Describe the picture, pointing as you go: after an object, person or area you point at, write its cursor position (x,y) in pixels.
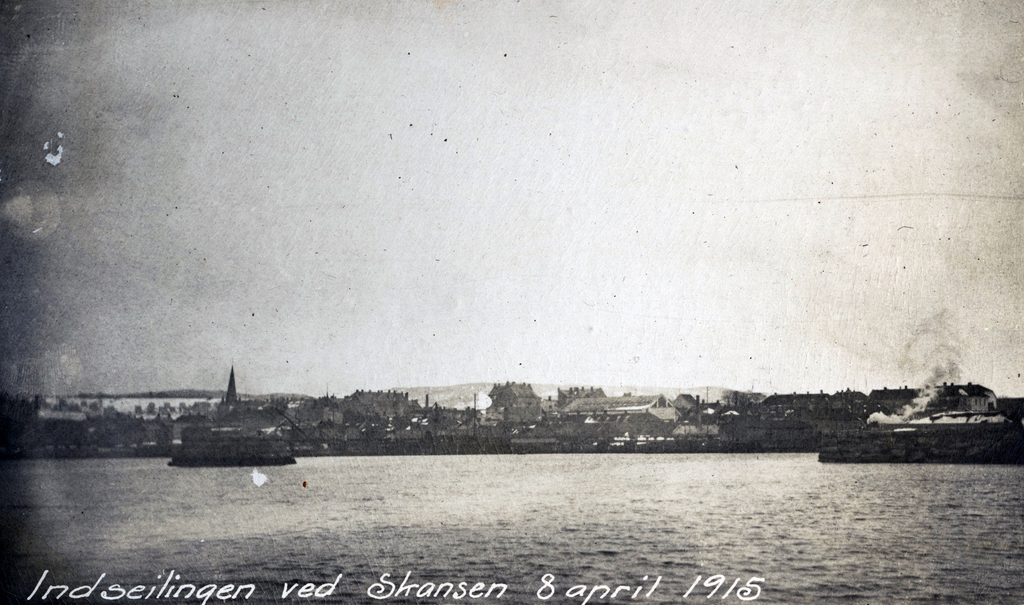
This is a black and white image. At the bottom (391,507), I can see the water (864,521). In the background (586,398) there are many buildings (461,414) and trees (317,400). At the top of the image (709,111) I can see the sky (171,208). At the bottom of this image (223,594) there is some edited text (177,581).
